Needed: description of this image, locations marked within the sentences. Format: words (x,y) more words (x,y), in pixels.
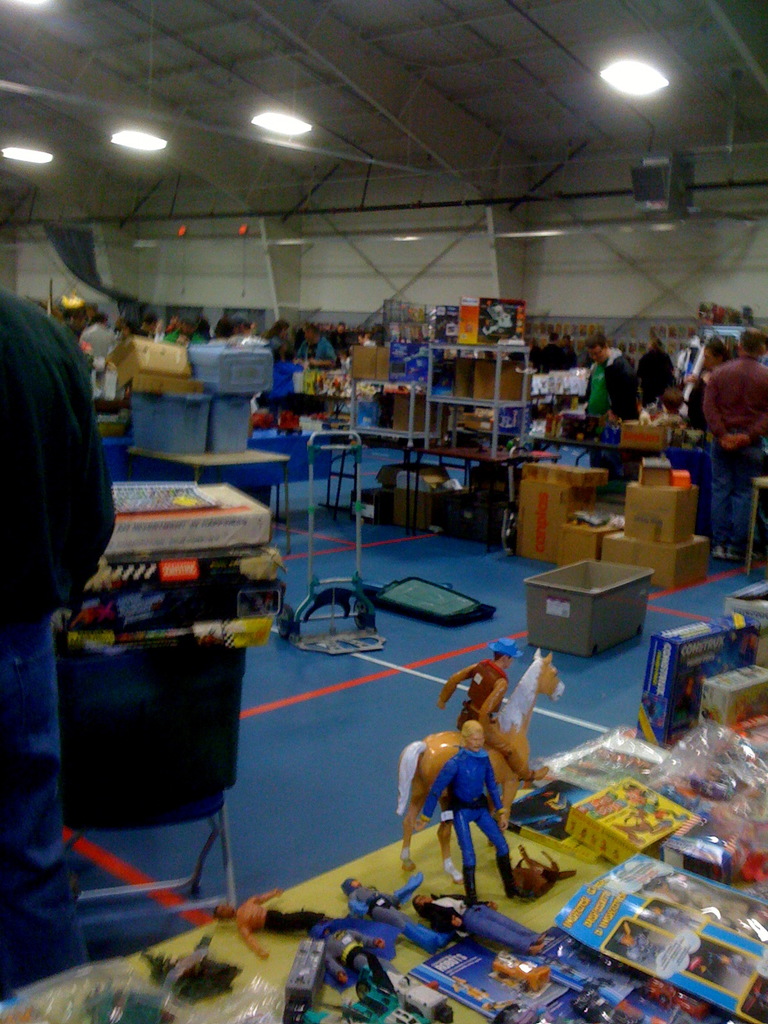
The picture is clicked in a sports hall (591,680) where we observe many toys (606,760) are kept on the desk (170,948) and in the background (128,355) we observe many cardboard boxes (138,358) and there are people (62,355) walking around.
